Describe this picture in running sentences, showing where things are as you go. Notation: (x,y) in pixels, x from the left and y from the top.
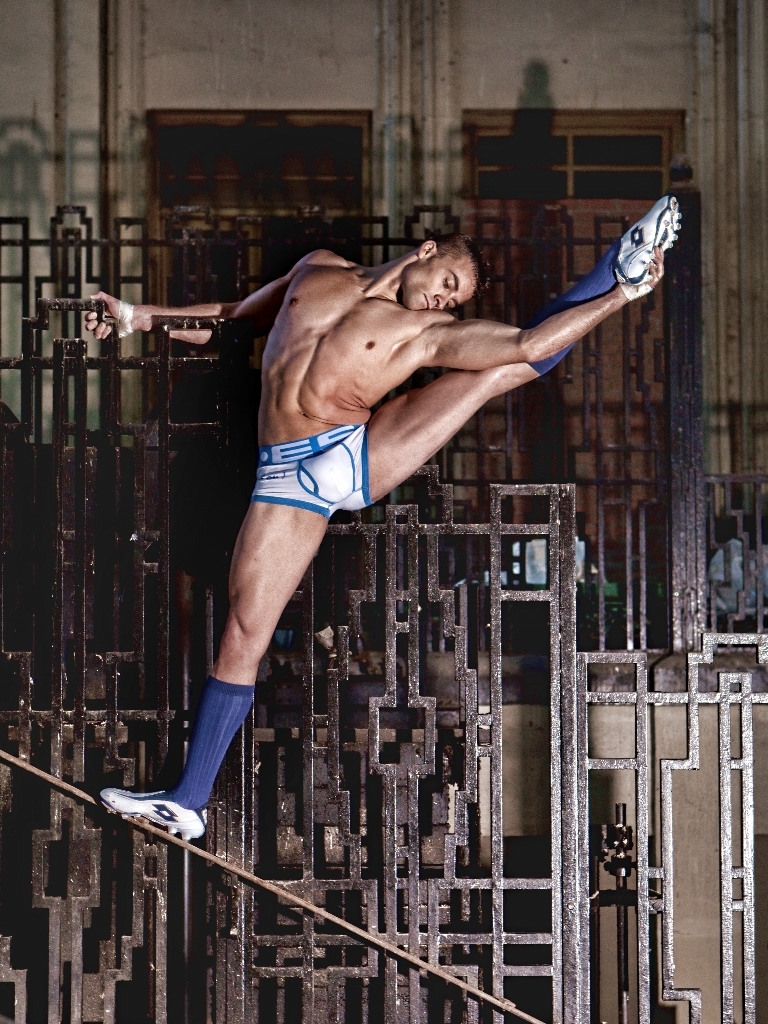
In this image we can see a man (240,561) is standing on the rod (226,867), at the back (555,751) here are the metal rods (247,909), here is the wall (460,93).
